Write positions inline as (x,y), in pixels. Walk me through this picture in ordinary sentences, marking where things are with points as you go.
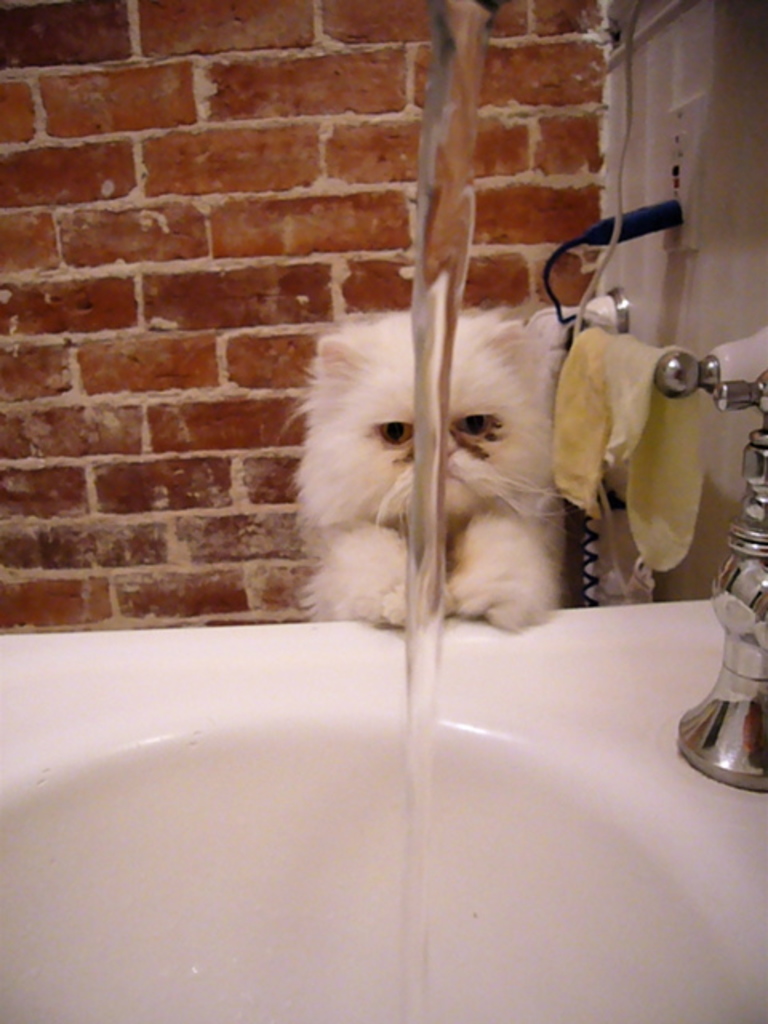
In this image we can see water (438,310), hand towel (641,395) and a cat (469,506) sitting on the sink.
